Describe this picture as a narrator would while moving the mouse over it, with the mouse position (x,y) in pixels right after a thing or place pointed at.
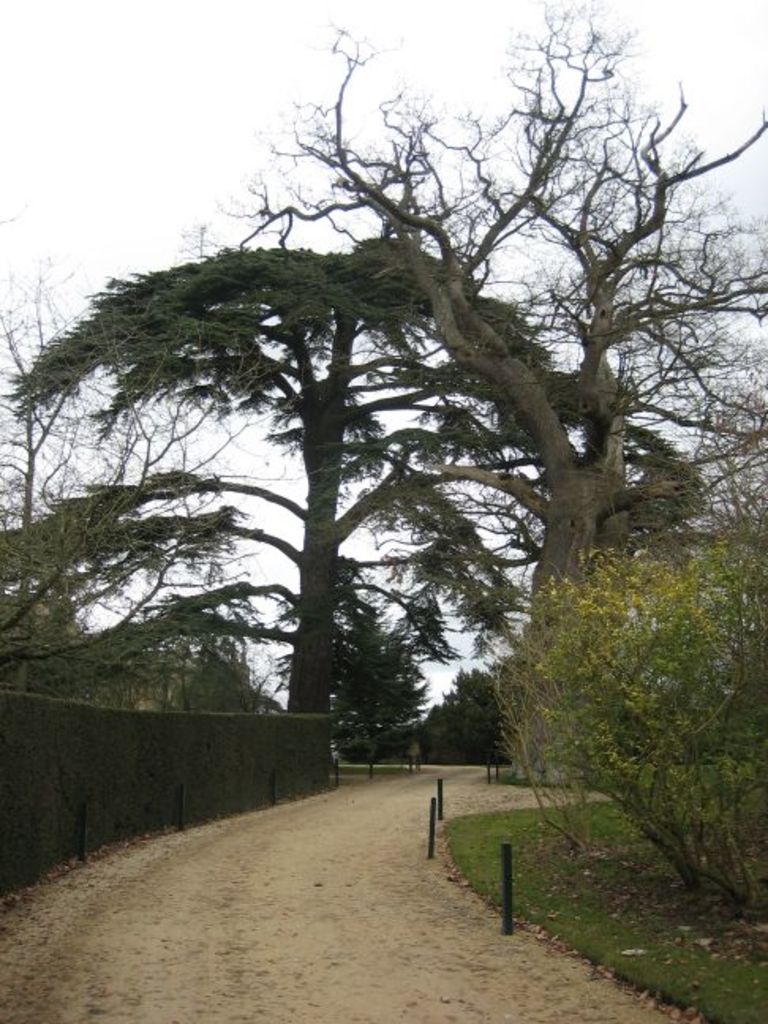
In this image in the middle (416,365), there are trees (170,303). At the bottom (399,985) there are plants (656,784), grass (547,902) and road (314,940). At the top (141,178) there is sky (123,197).
